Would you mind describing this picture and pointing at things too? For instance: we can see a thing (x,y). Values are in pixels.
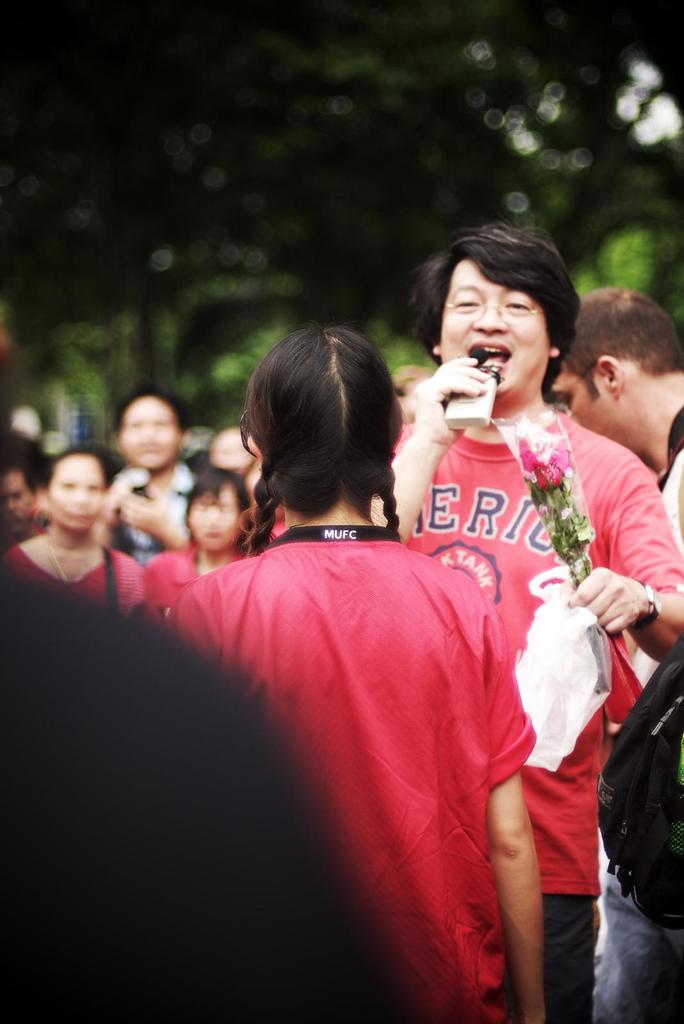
This picture shows few people (247,502) standing and we see human (630,536) holding flowers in one hand (618,589) and a microphone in other hand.
